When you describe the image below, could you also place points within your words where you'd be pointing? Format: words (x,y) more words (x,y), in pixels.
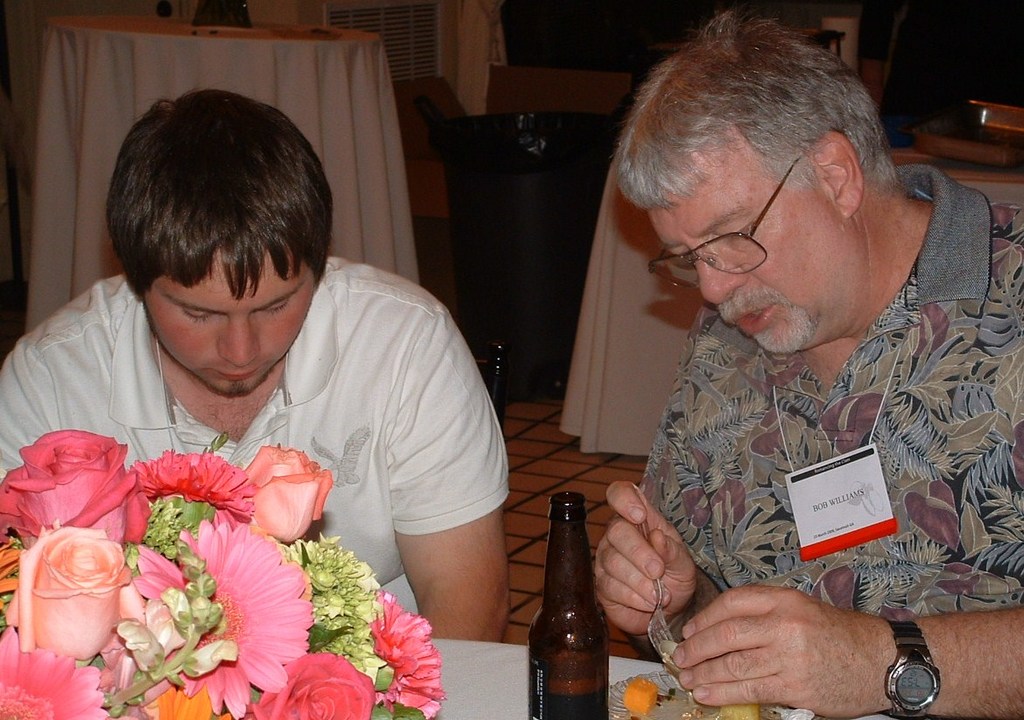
In this image I can see there are persons (443,342) sitting on the chair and one person (612,576) holding a fork (659,619). And in front of them there are table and cloth (440,639) on it. And there are flowers (315,616) and some food items (643,709) on the plate (669,675). And at the back (478,165) there is a box (942,143), dustbin (548,190) and a box (409,112) on the floor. And there is a plate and some objects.
